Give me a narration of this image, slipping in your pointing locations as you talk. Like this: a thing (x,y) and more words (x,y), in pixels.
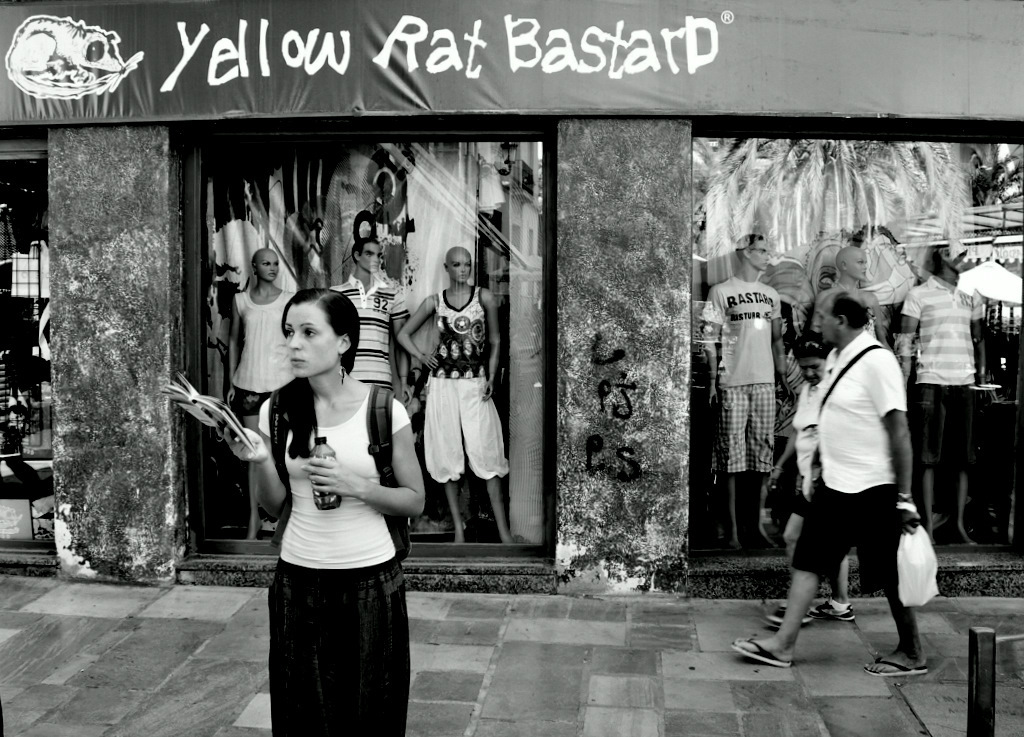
This is a black and white picture. Here we can see few persons (842,523). There are mannequins (954,285), clothes (827,539), pillars (114,258), and a board (907,51).
